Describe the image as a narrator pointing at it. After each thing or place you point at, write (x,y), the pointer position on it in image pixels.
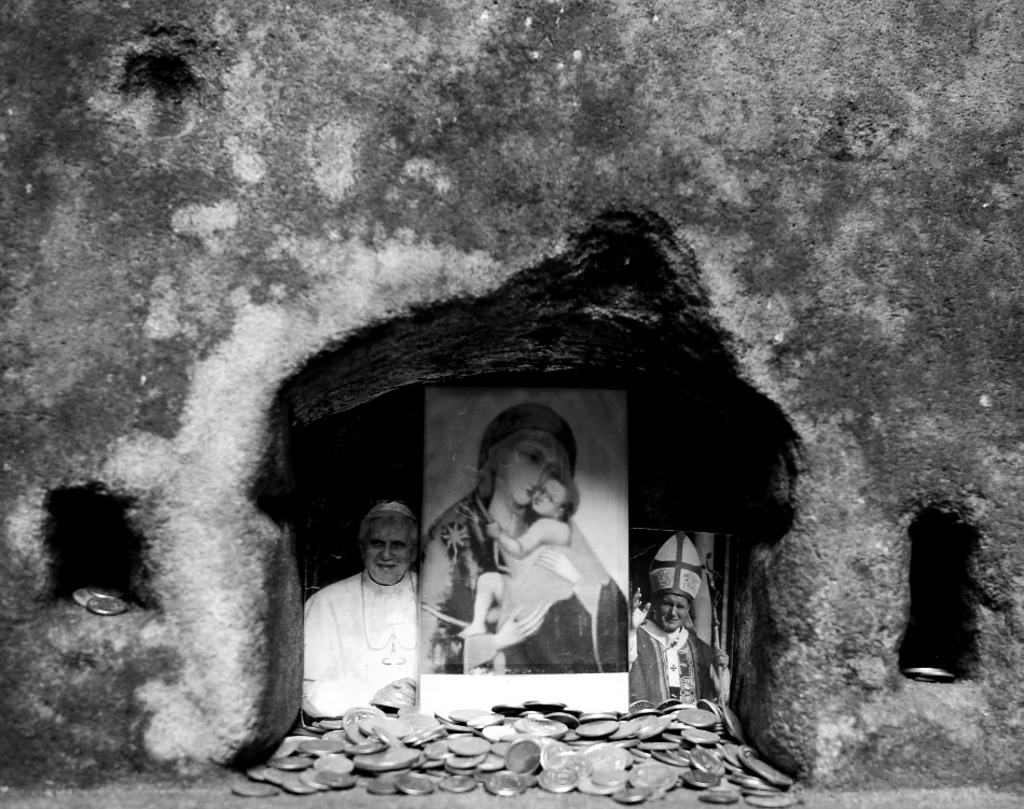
This is a black and white image. In the center of the image (536,501) we can see photo frames (492,591) and coins (692,709) in the wall (485,126).
